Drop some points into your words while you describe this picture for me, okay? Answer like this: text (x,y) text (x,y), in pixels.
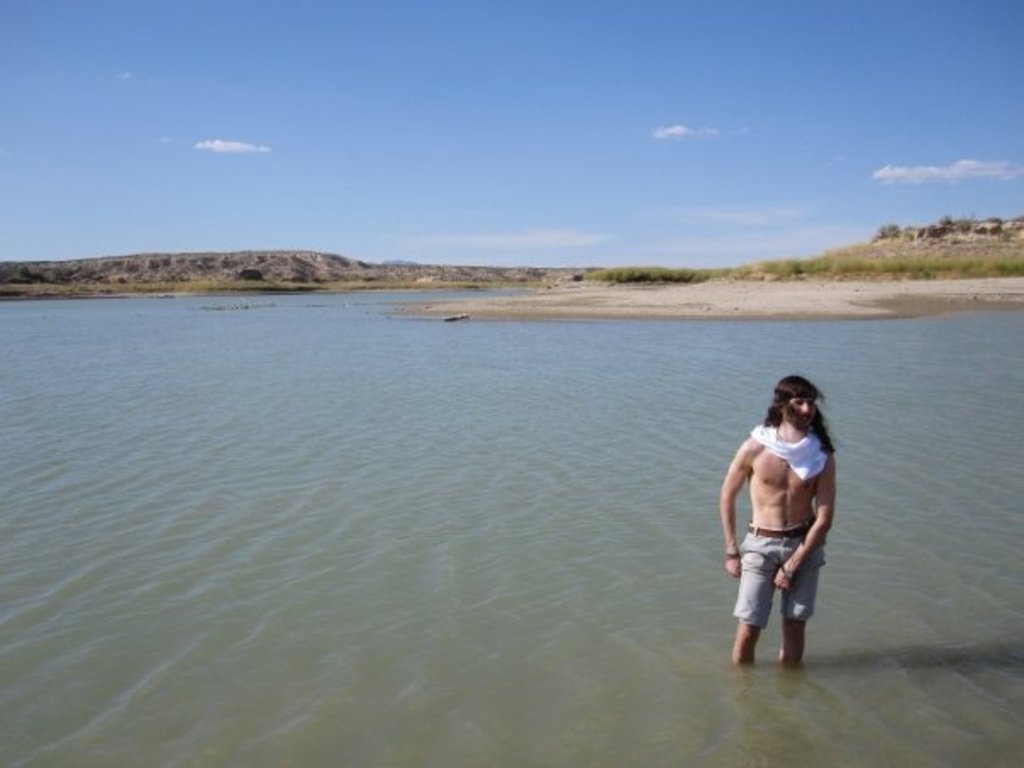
In this picture, we can see a person (826,526) standing in water (668,526), we can see the ground (753,293), plants (820,266) and the sky (570,255).
